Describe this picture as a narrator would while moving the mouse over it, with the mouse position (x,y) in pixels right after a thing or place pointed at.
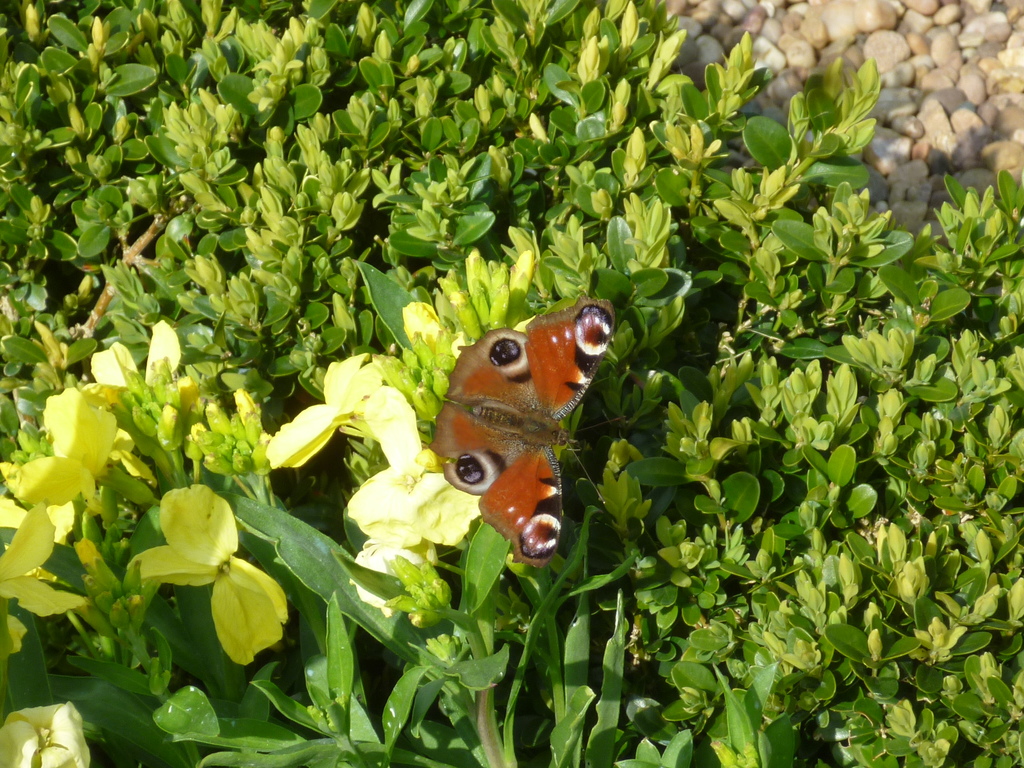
In this image, I can see a butterfly (523,478) on a flower (444,509) and there are plants (753,251). At the top right side of the image (901,182), I can see the stones (894,144).
